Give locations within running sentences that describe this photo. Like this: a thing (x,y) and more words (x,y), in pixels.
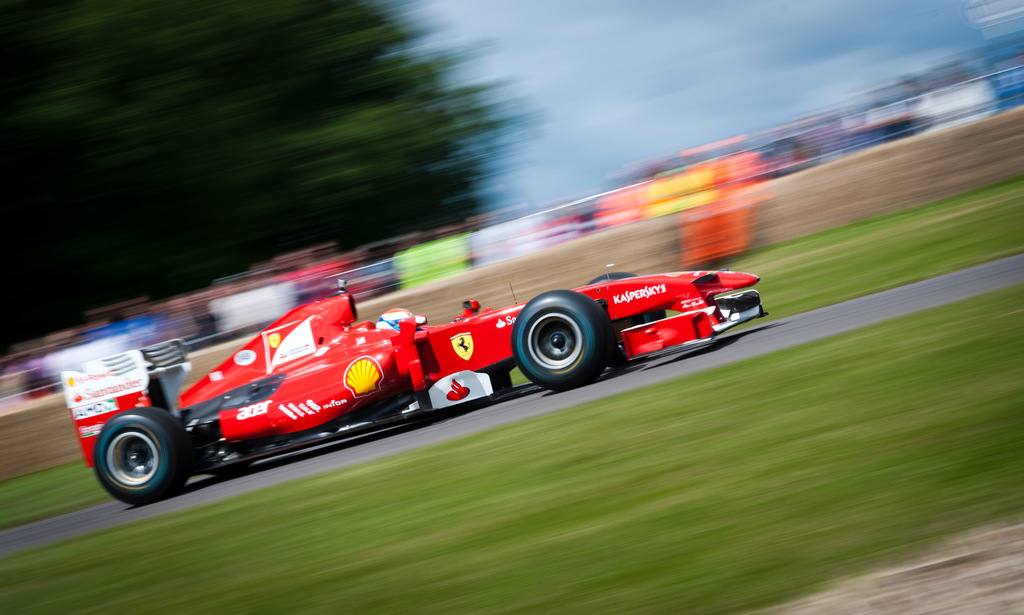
In this picture there is a person (381,320) riding the car (342,367) on the road (758,341). At the top (624,113) there is sky (711,49) and there are clouds (697,49). At the bottom (730,491) there is grass (814,456) and there is a road (425,438).
